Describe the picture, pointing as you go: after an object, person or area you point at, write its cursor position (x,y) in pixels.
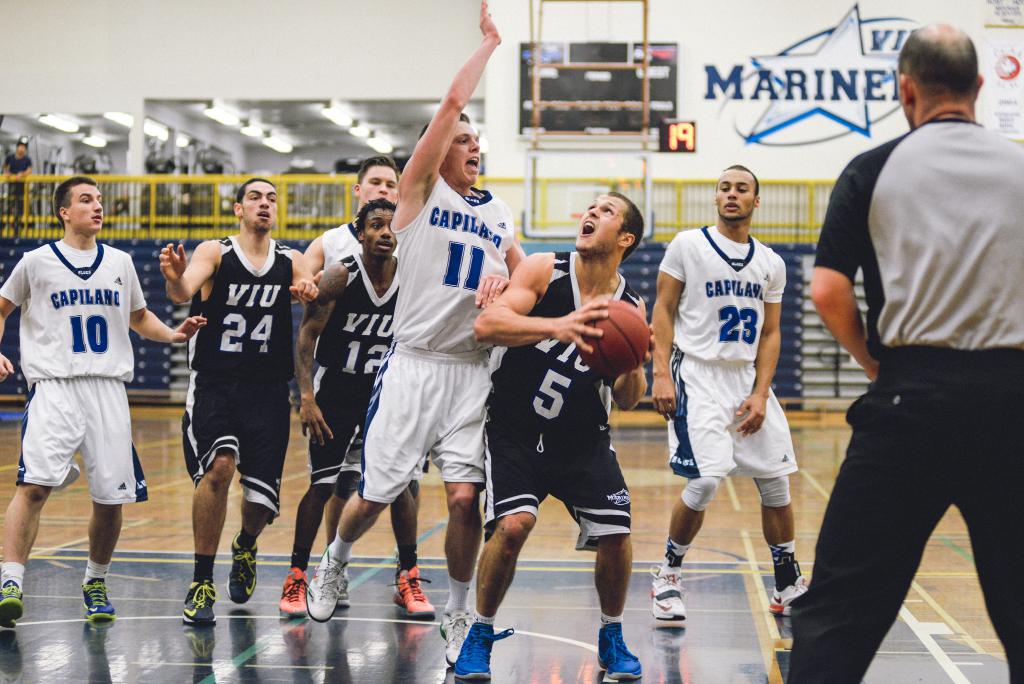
In this picture we can see a group of people (686,434) standing on the ground (419,551), one person (603,473) is holding a ball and in the background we can see a fence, wall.
